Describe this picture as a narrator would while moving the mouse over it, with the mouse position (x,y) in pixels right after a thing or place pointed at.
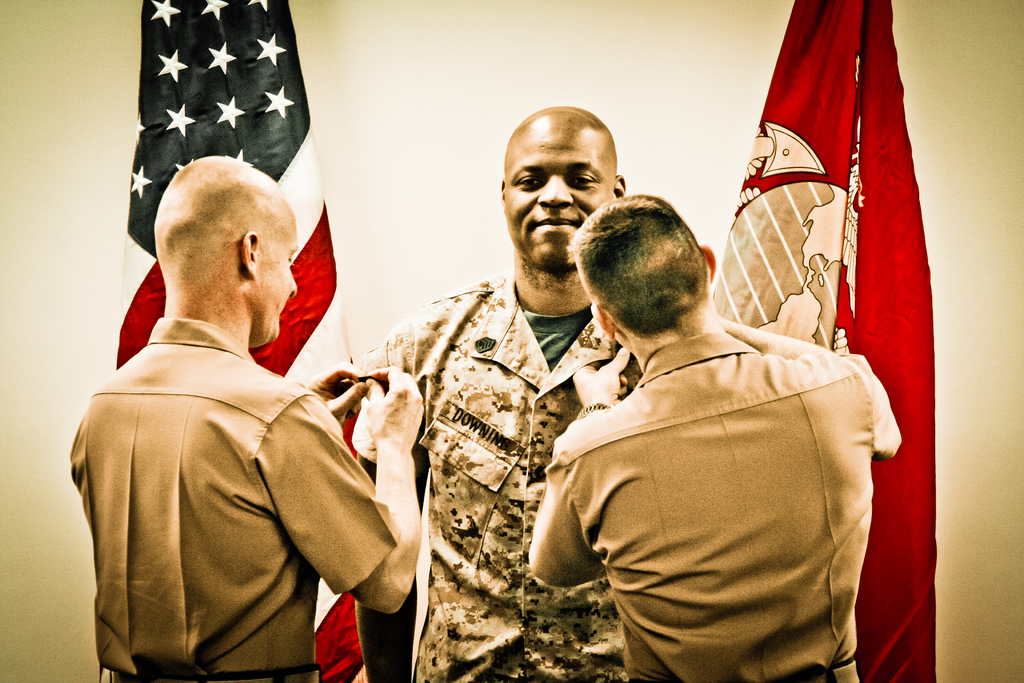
This picture describes about few people (527,503), in the middle of the image (559,276) we can see a man (539,262), he is smiling, and we can find few flags (873,169).
